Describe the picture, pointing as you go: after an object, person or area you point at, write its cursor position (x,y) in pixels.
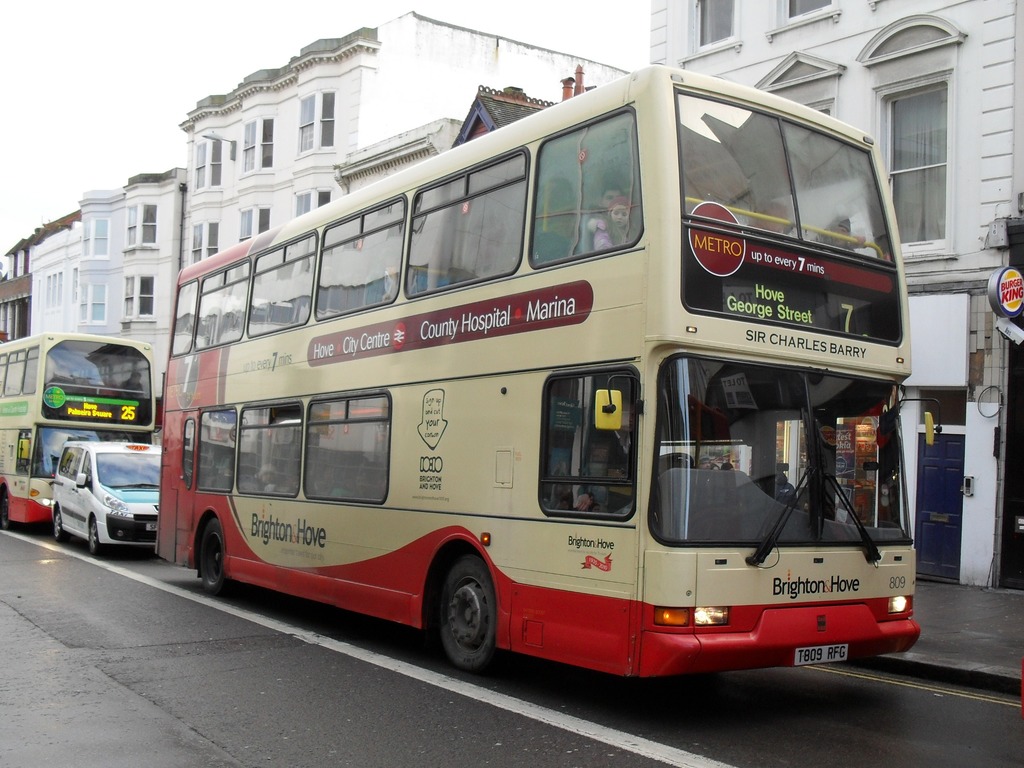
This picture is clicked outside on the road (366,702). In the center (568,398) we can see the two buses (342,369) and a car (88,495) seems to be running on the road (854,729). In the background (553,91) we can see the sky (567,21) and the buildings (969,309) and a board (991,291).
